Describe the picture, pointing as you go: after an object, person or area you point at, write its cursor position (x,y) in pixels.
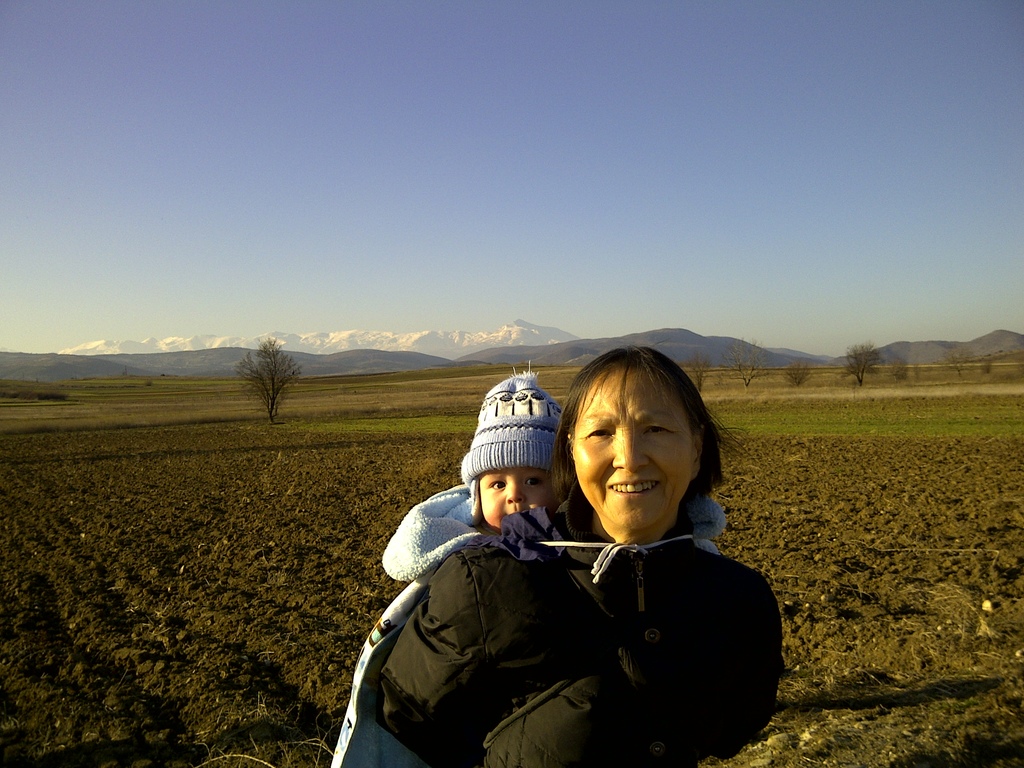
In this image I can see a woman (641,528) is holding a baby (493,490). Baby (493,471) is wearing blue color dress (450,501) and woman (537,640) is wearing black color dress (572,674). Back Side I can see a trees (275,400) and mountains (537,332). The sky (670,136) is in blue and white color.
